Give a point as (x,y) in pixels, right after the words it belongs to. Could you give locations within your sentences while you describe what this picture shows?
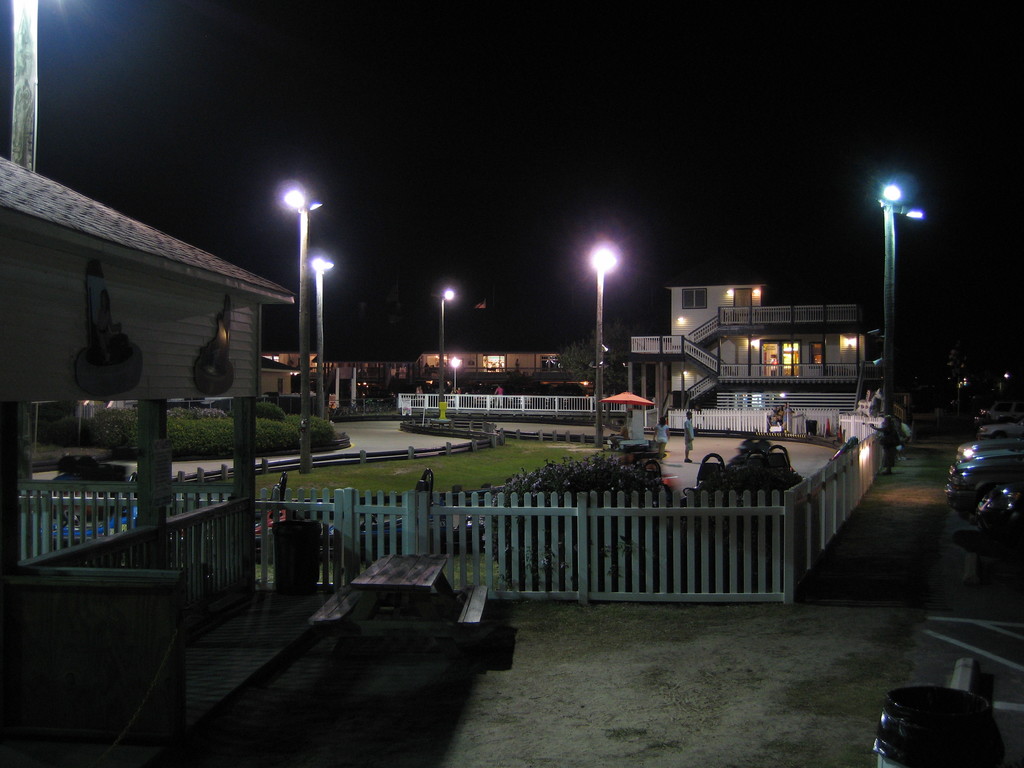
This image is taken in dark where we can see wooden bench (335,601), wooden fence (517,588), wooden houses (6,653), plants (564,472), grass (370,478), light poles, people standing here, cars (970,466) parked here and the dark sky (423,182) in the background (667,191).
